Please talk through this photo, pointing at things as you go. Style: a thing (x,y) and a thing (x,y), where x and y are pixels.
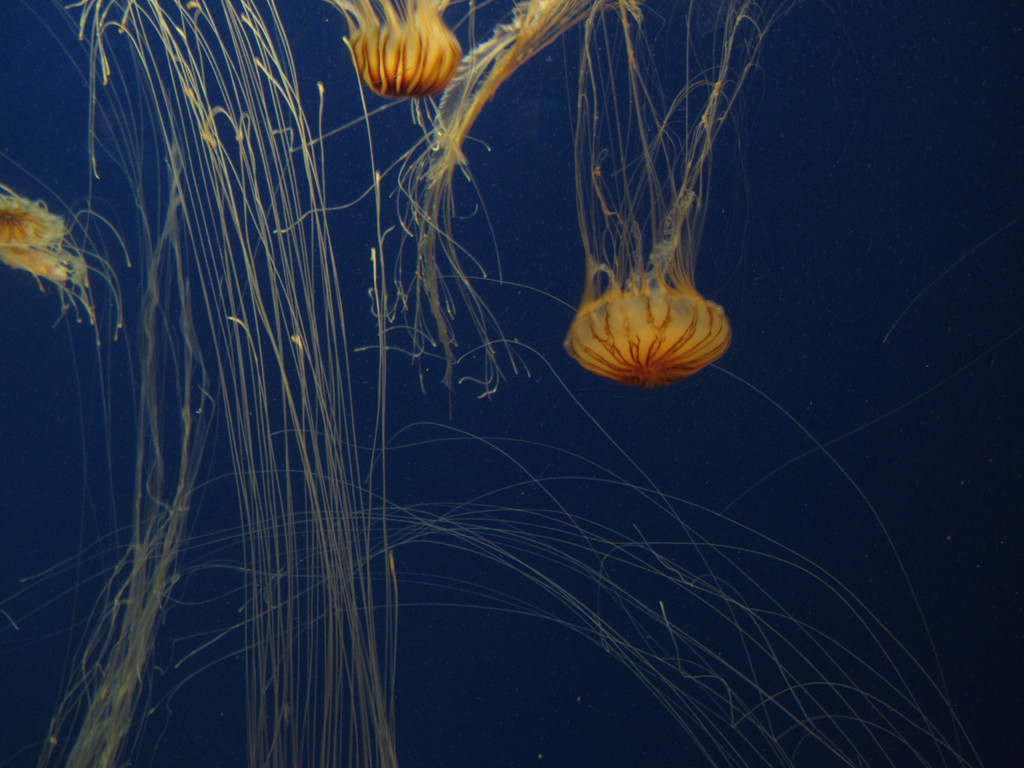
Here we can see three jellyfishes (244,417) in the water (69,112).
